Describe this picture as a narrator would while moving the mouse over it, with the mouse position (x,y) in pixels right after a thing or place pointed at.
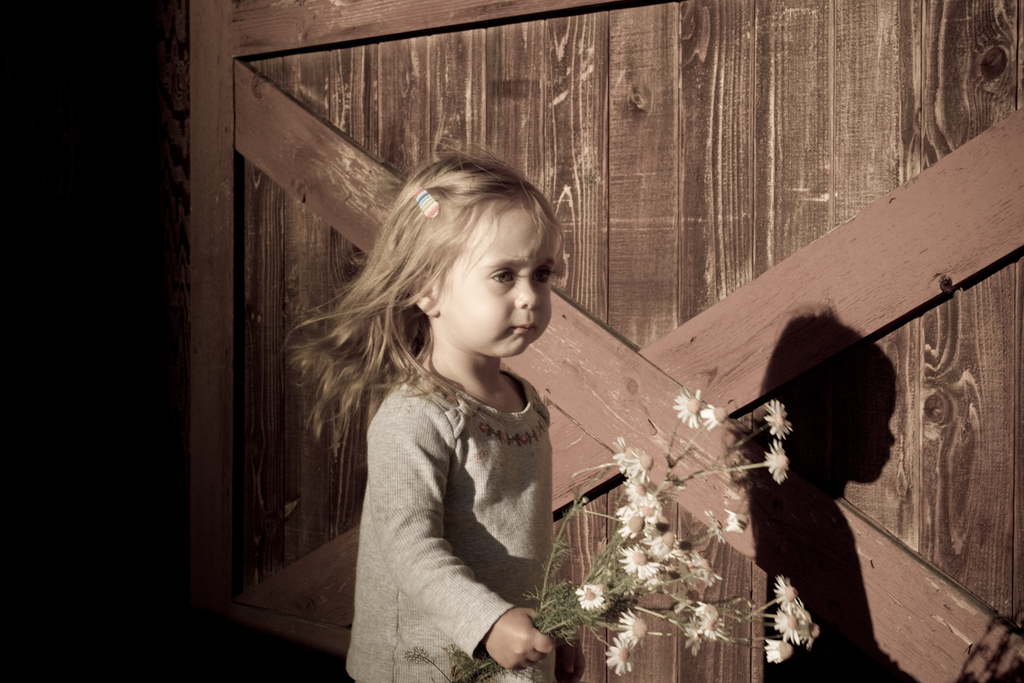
This is the small girl (475,543) standing and holding the bunch of flowers (585,603) in her hand (519,609). She wore a dress (485,504). This looks like a wooden board (780,192). I can see the shadow (874,411) of the girl (490,298) on the wooden board (847,484).
